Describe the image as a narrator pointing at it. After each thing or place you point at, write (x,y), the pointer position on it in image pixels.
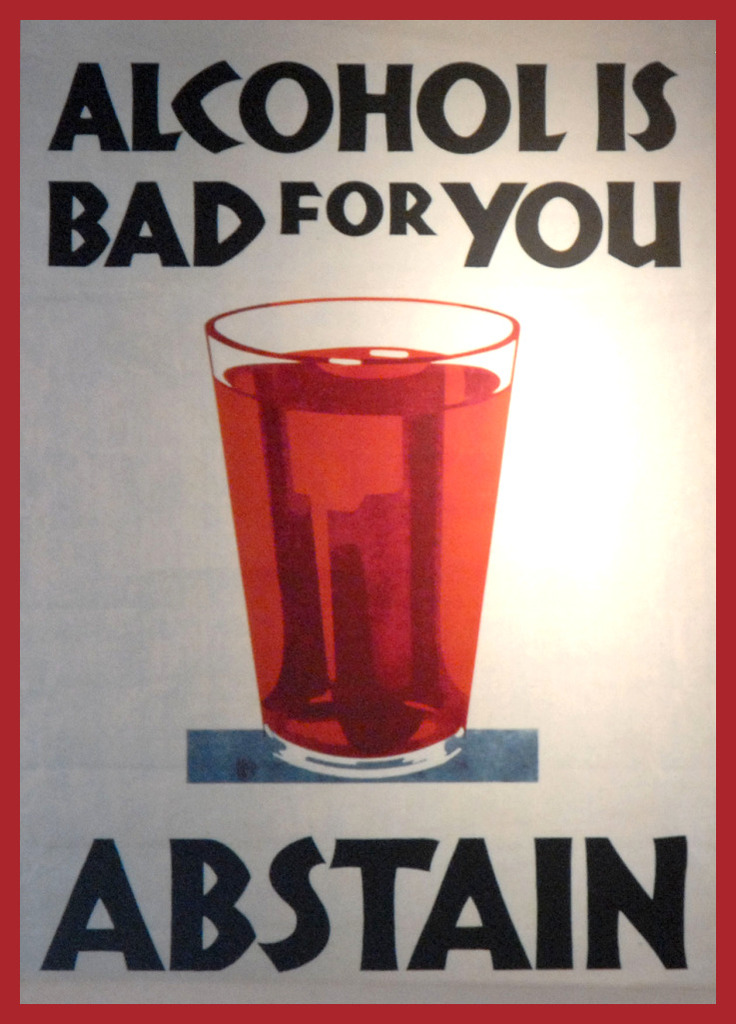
In the center of this image (361,517) we can see the picture of a glass (405,501) containing some drink (316,458) and we can see the text (547,857) on the image.
